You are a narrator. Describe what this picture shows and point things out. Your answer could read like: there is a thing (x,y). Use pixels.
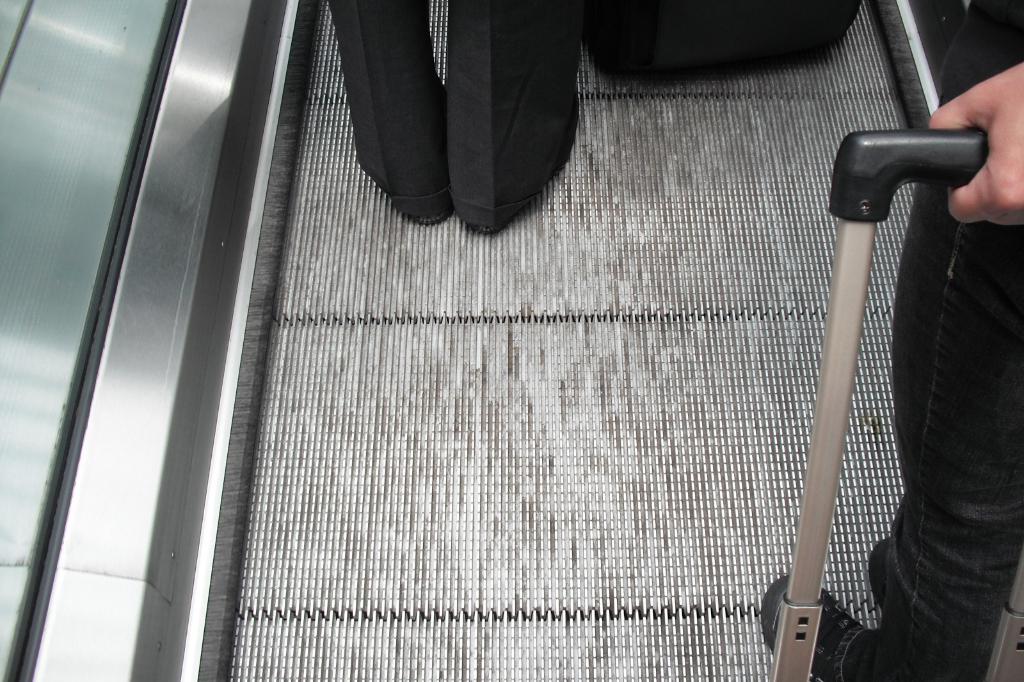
It's an escalator (474,480), here a person (476,72) is standing in the middle of an image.
